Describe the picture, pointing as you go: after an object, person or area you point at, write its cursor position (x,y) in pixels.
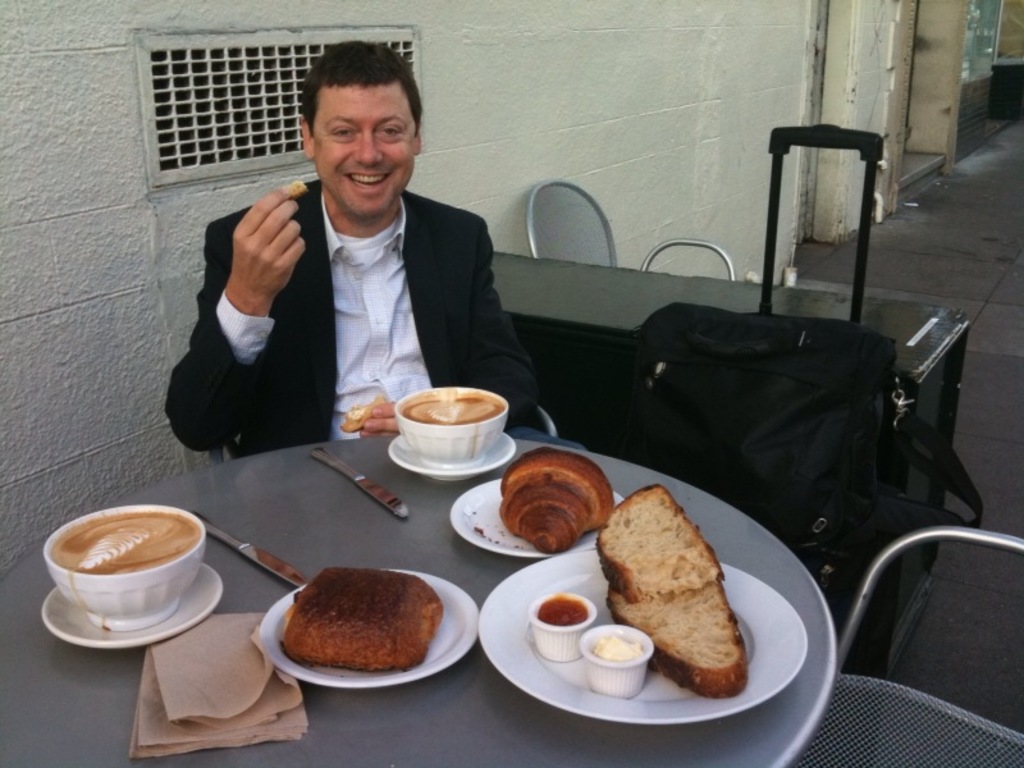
In this image there is a man (385,300) sitting on chair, in front of him there is a table (287,456), on that table (307,543) there are plates (484,634) in that plates (596,559) there is food (556,534) there are cups (422,437), in that cups (419,449) there is coffee (479,410), behind him there is luggage (834,330) in the background (837,190) there is wall (6,195).
